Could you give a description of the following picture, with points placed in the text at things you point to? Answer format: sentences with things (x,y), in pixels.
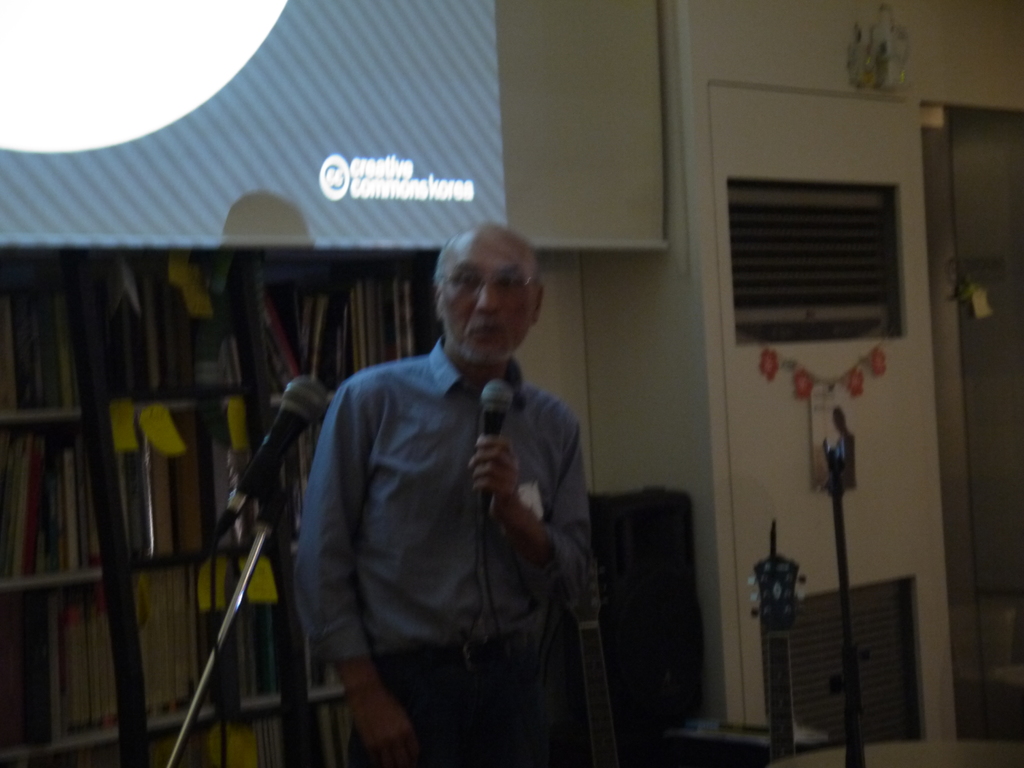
In this picture there is a man (426,427) blue shirt (425,523) is holding a mic (493,422) in his hand (511,468). There are many books (352,340) which are arranged in the shelf (236,568). There is a screen (309,95) at the background (323,48). There is a guitar (774,656) and a picture (838,433).
